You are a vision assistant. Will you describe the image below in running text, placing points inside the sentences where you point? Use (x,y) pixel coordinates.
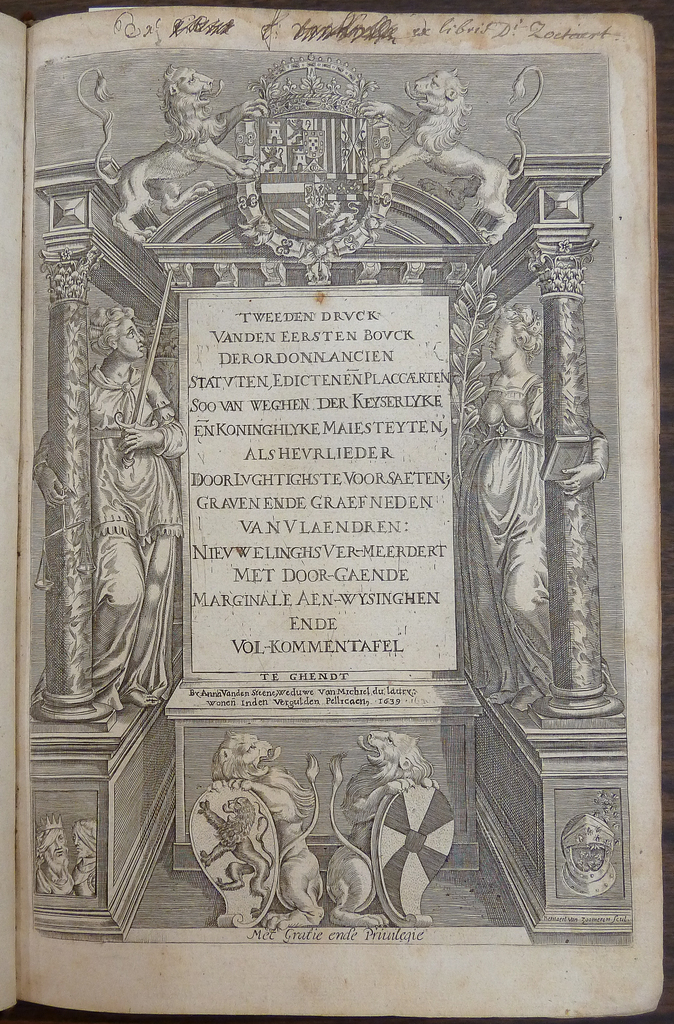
This picture seems to be a book (374,458) which is opened. In this image, on the right side (492,626), we can also see a woman (471,601) standing and she is also holding a pillar (570,690). On the left side (141,442), we can also see a person (165,530) standing and holding a pillar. At the top (461,157), we can see two animals (472,157), at the bottom (403,767), we can see two animals (350,919) holding something in their hands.
